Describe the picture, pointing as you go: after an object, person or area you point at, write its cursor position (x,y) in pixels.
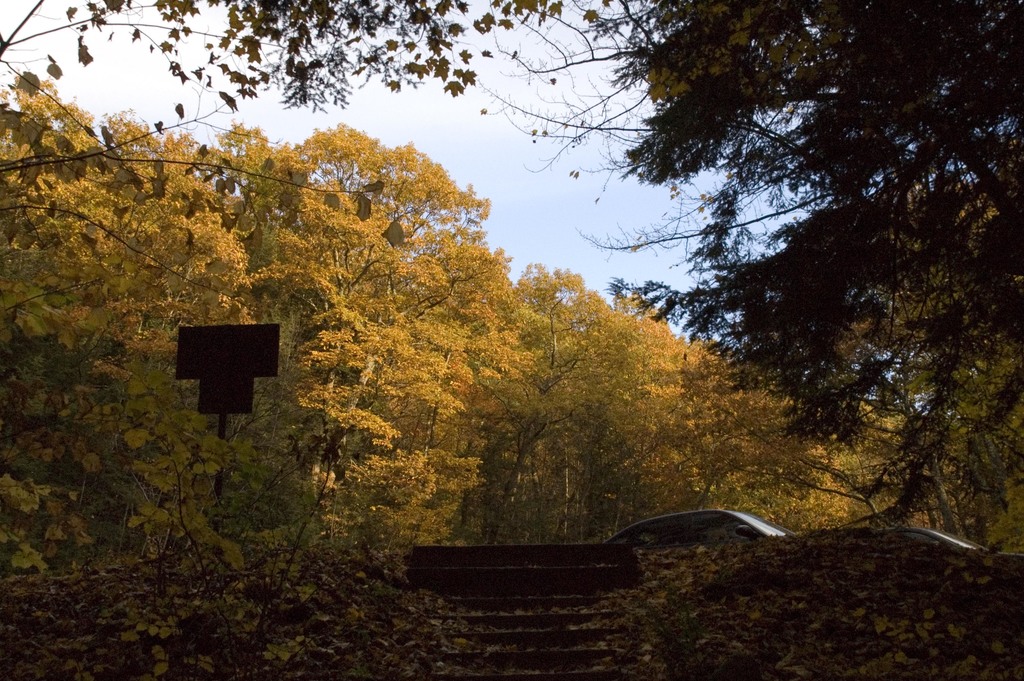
In this image I can see trees (953,357) in yellow color, at left (246,359) I can see a board (230,359) attached to the pole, at top (386,86) sky (407,96) is in blue color.
